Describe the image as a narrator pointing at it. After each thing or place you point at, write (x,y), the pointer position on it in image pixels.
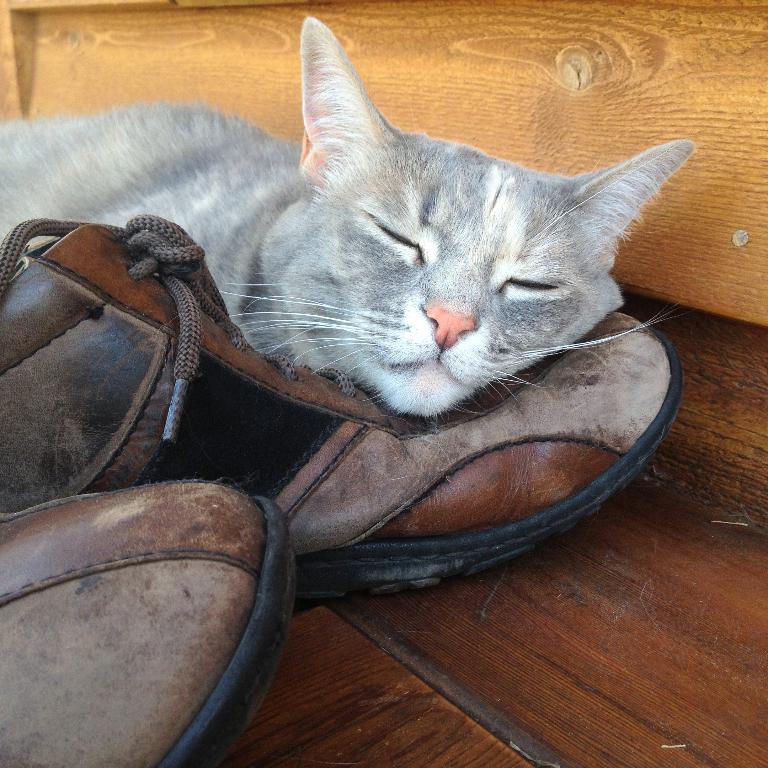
In this image I can see the cat (261,310) which is in white and grey color. It is on the foot wear (371,461). I can see the pair of footwear (206,453) are in brown and black color. These are on the brown color surface (487,663).
